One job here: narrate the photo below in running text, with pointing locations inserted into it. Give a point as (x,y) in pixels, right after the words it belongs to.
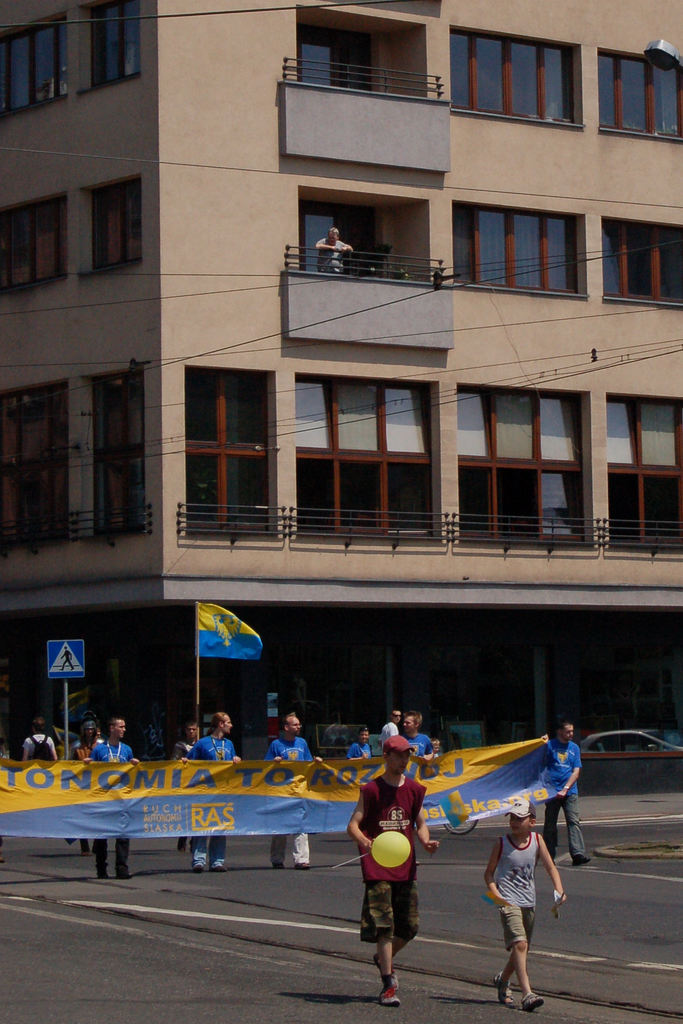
This picture shows a building (239,470) and we see few people (39,737) walking and holding a banner (34,818) in their hands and we see a flag (240,639) and a sign board (77,646) on sidewalk (625,793) and we see a man (361,811) and a boy (506,906) walking. We see man (409,901) holding a balloon (393,842) in his hand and both of them wore caps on their heads (399,771).
